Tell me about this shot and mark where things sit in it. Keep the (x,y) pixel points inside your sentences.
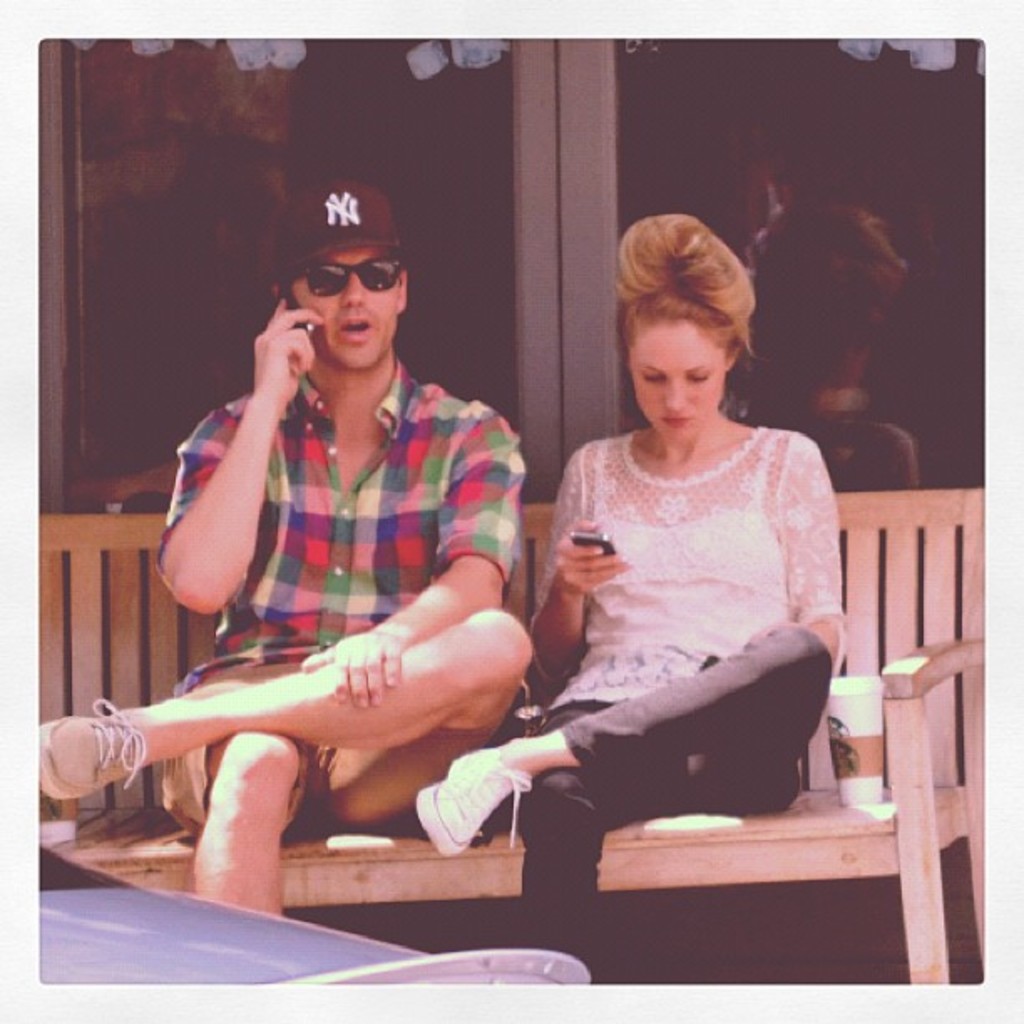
In the picture I can see a man (372,440) and a woman (602,584) are sitting on a bench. The man (476,709) is holding a mobile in the hand (294,360). The man (309,458) is wearing a cap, black color shades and shoes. On the bench (856,826) I can see a glass (846,764). In the background (461,134) I can see glass walls (449,118).
